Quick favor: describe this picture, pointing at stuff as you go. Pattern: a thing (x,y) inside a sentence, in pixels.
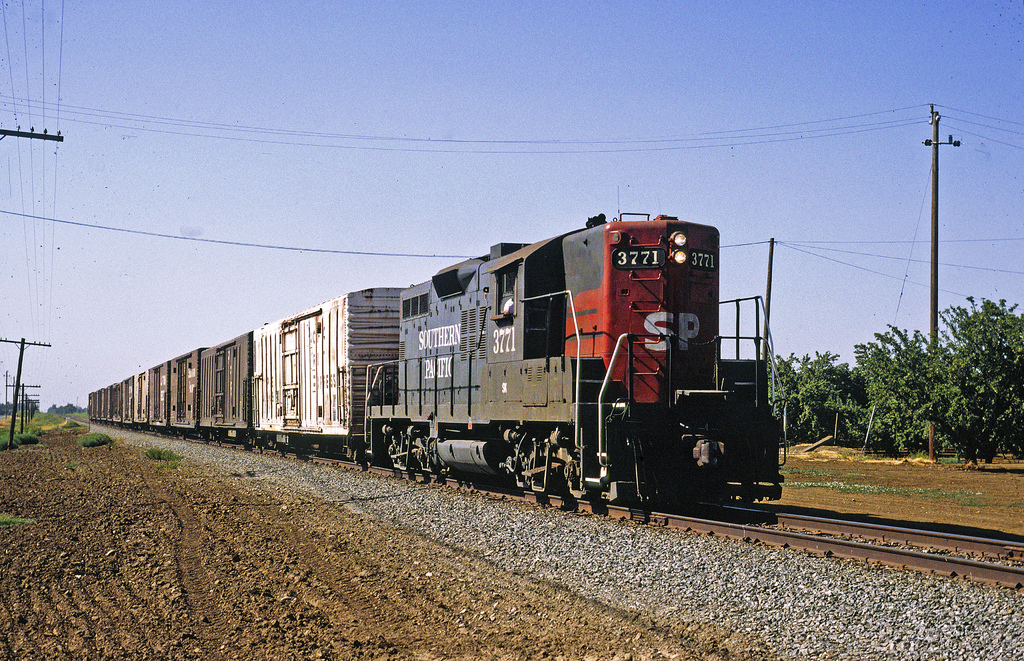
In the center of the image (376,338) there is a train (557,460) on the railway track (725,520). At the top of the image (78,115) there is sky (379,203). There are wires (54,172). There are poles (935,289). To the right side of the image (885,383) there are trees (884,421). At the bottom of the image (649,544) there are stones (940,628) and soil (205,618).
